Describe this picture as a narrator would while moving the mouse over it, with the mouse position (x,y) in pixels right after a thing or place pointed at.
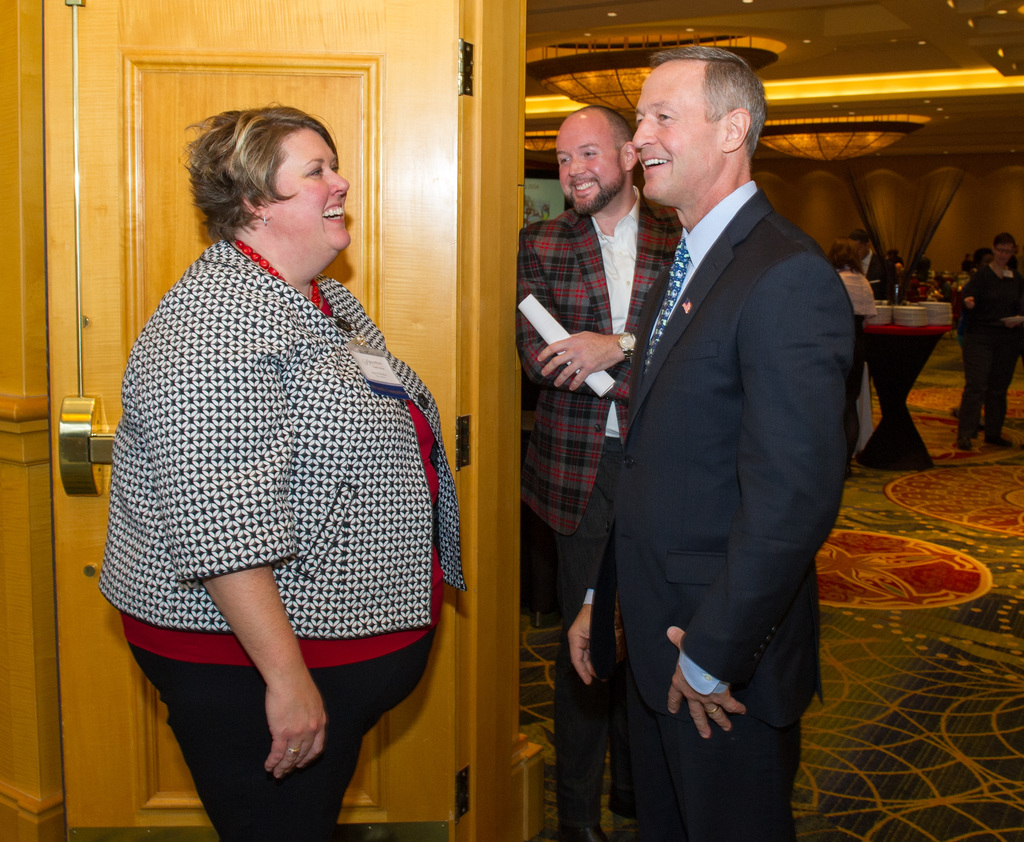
In this image we can see few people (644,367). There is a person (584,358) holding something in the hand (570,373). There is a door (183,85). In the background (874,129) there are lights (774,138). Also there are few people (1004,295) and some other objects (899,388). On the floor (898,647) there is carpet (926,588).
